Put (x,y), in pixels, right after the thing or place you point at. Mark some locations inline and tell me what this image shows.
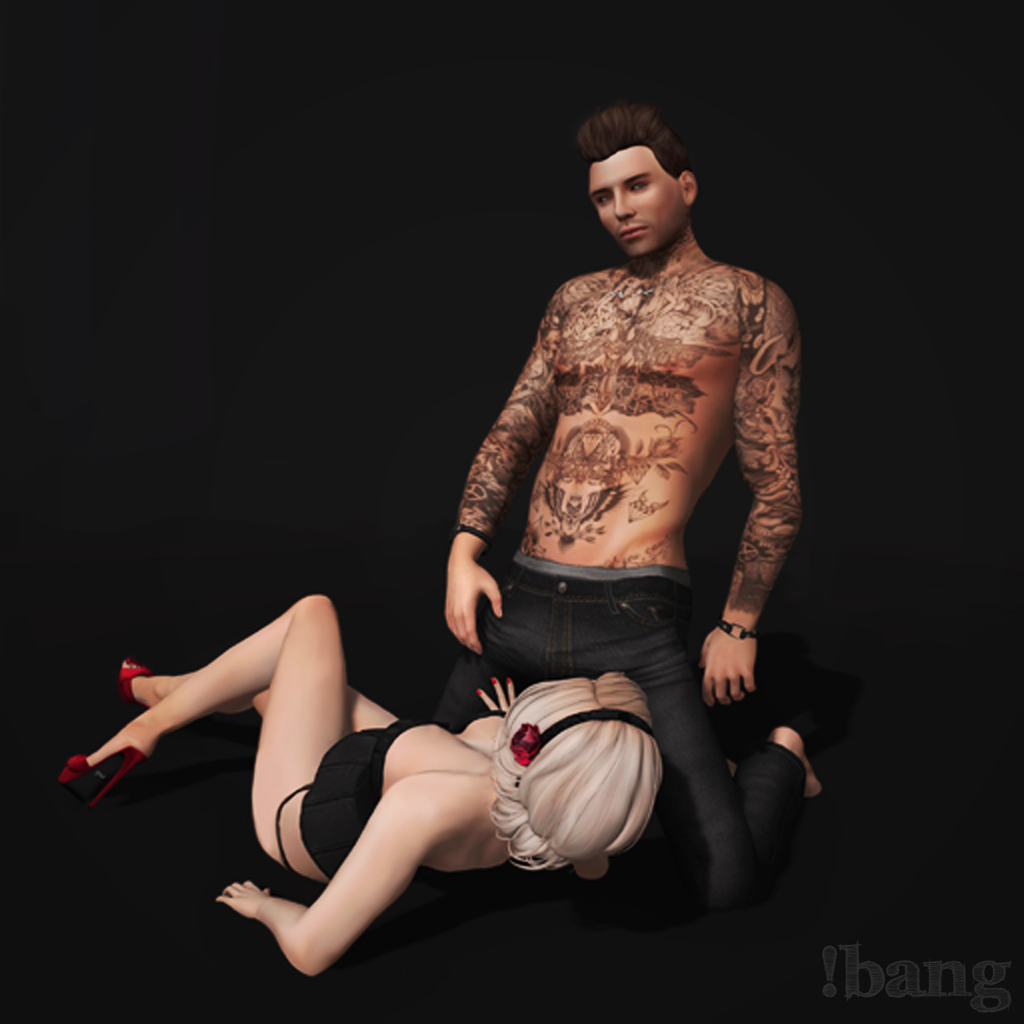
In the image we can see a man (551,468) and a woman (457,743), they are wearing clothes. This is a sandal (127,757) and a bracelet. This is a watermark (959,975).
